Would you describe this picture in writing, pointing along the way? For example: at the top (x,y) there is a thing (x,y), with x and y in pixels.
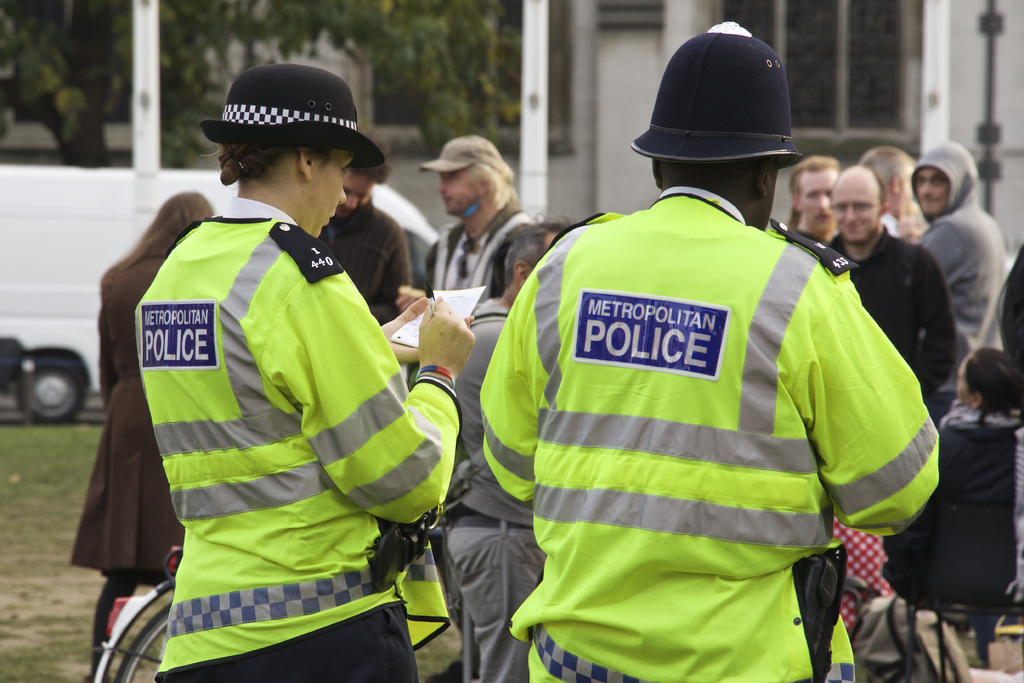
In this image, we can see a group of people (673,92). Few are standing and sitting. Here a woman (387,393) is holding a paper (406,337) and pen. Background (954,115) we can see house (1014,158), wall (552,195), window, poles (987,73) and vehicles (78,307). Here we can see a tree (397,42) and grass (77,501).
